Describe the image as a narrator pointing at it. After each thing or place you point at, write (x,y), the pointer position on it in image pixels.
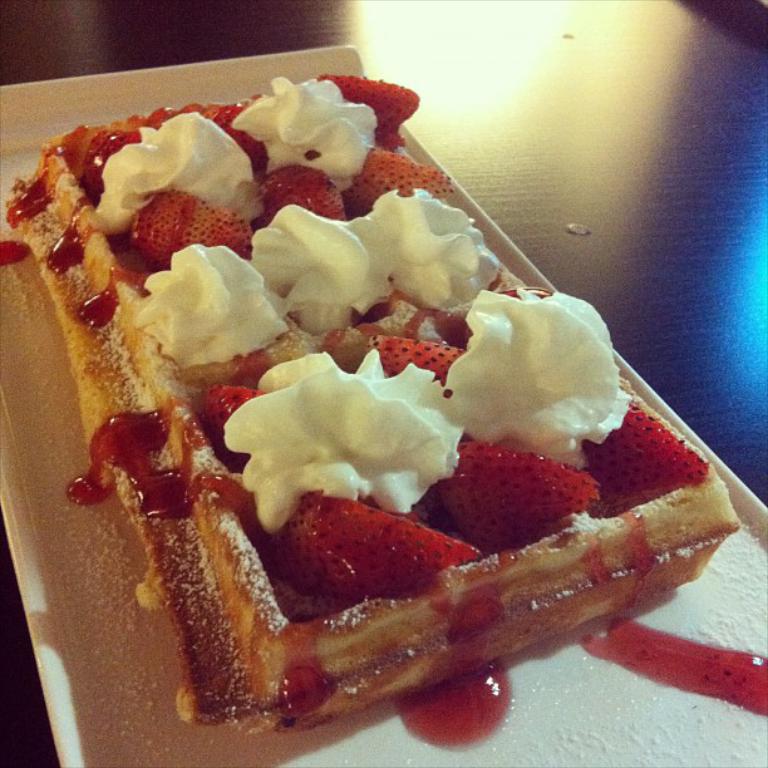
In this image, there is a plate (626,700) contains some food (401,586).
